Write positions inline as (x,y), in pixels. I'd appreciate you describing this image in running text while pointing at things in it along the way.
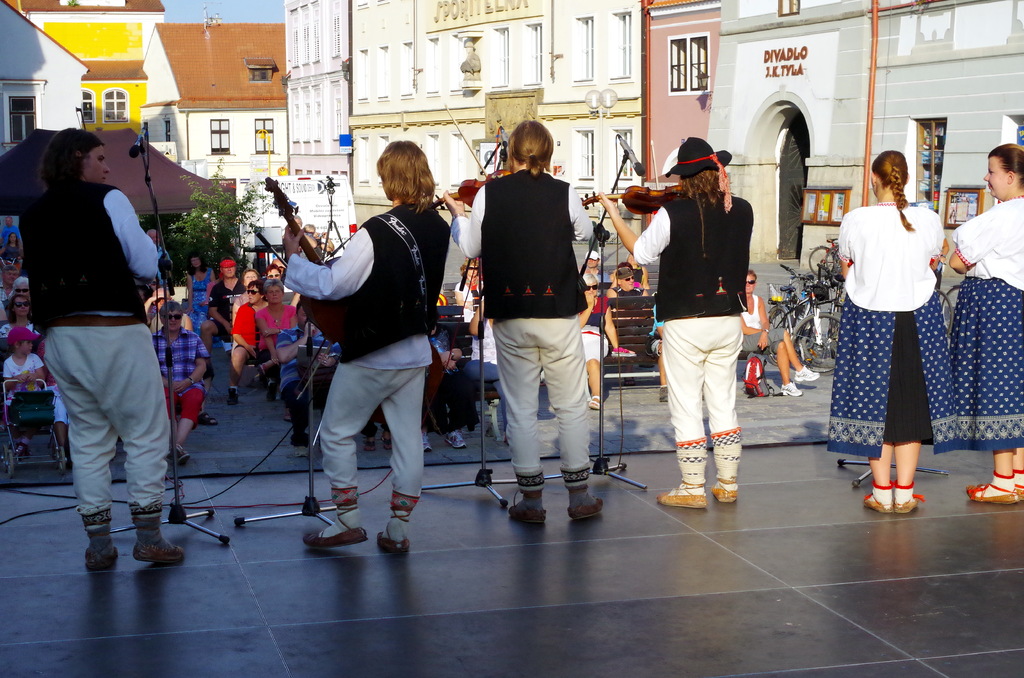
In this picture there are four persons (375,312) standing and playing music on the stage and there are few audience (296,315) in front of them and there are buildings (293,98) in the background (356,83) and there are two woman (941,308) standing in the right corner (972,349).
